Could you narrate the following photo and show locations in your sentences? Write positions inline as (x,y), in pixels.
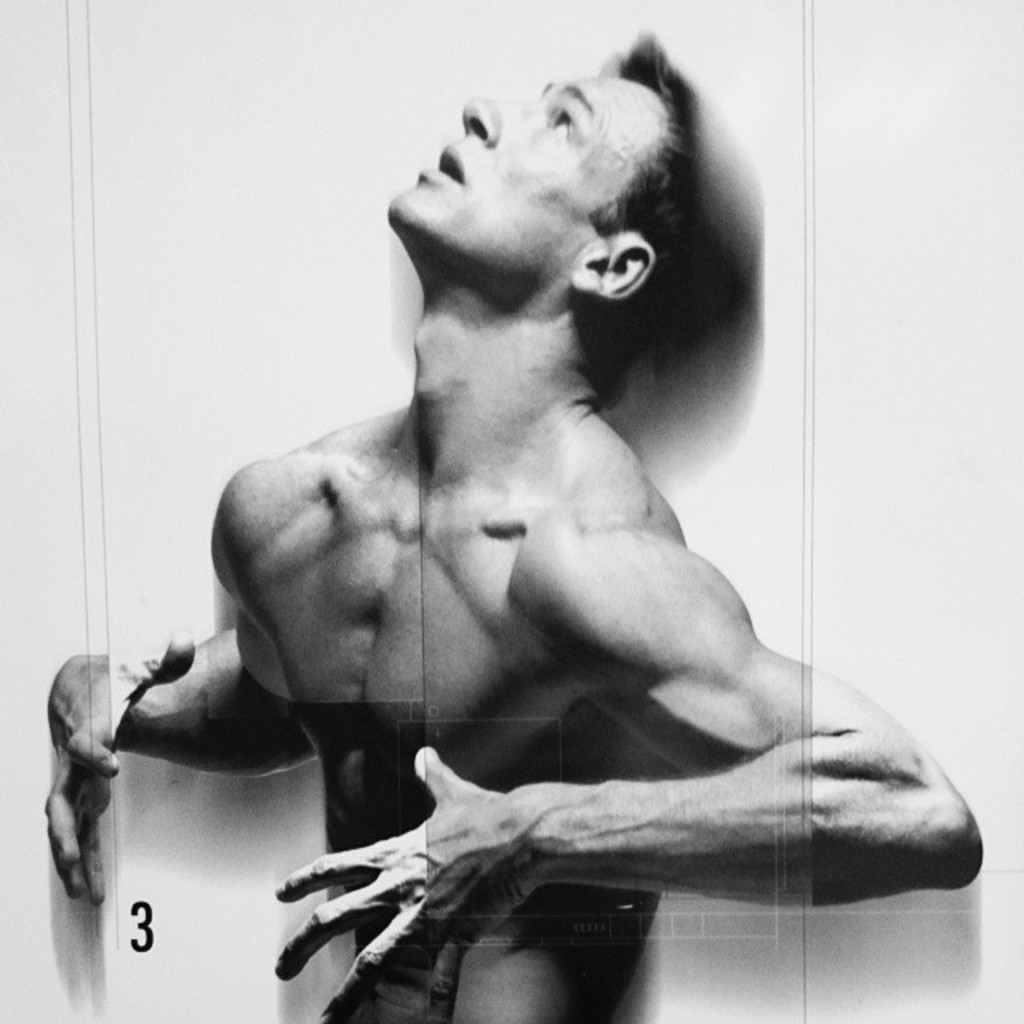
This is the black and white image of a man (366,590).
